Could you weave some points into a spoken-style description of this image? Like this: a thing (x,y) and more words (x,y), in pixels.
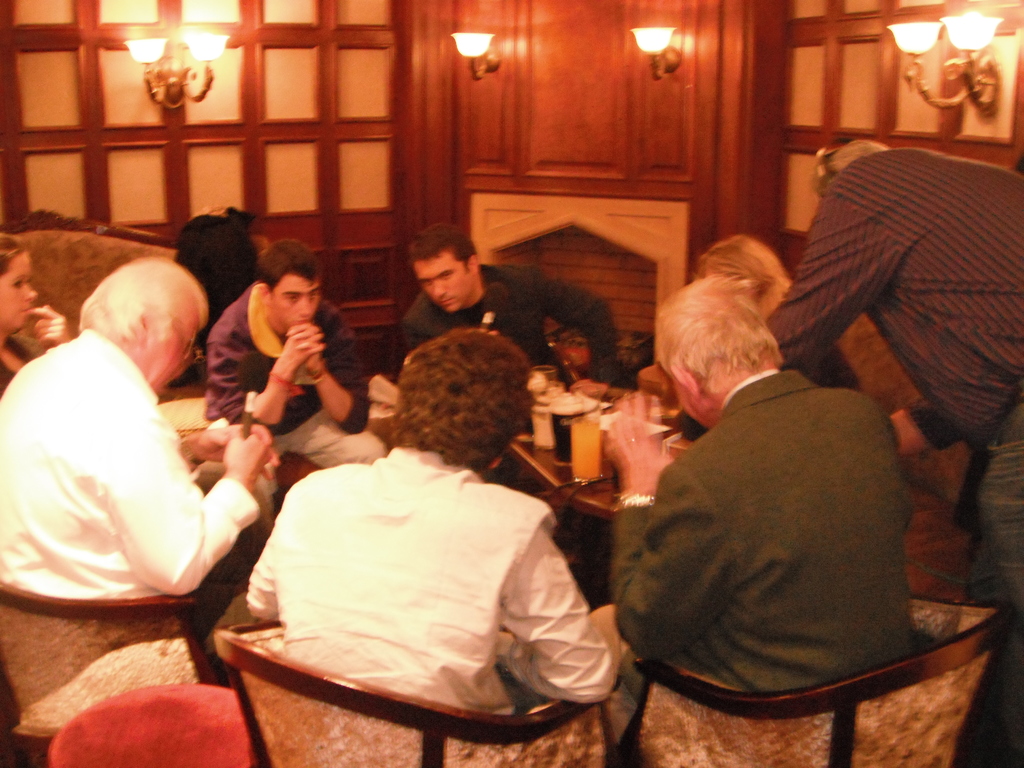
In this image I can see the group of people (660,516) sitting in-front of the table (535,447) and one person (937,377) standing. On the table (551,495) I can see many glasses (542,436). In the background (484,221) I can see the fireplace (474,234) and many lights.
